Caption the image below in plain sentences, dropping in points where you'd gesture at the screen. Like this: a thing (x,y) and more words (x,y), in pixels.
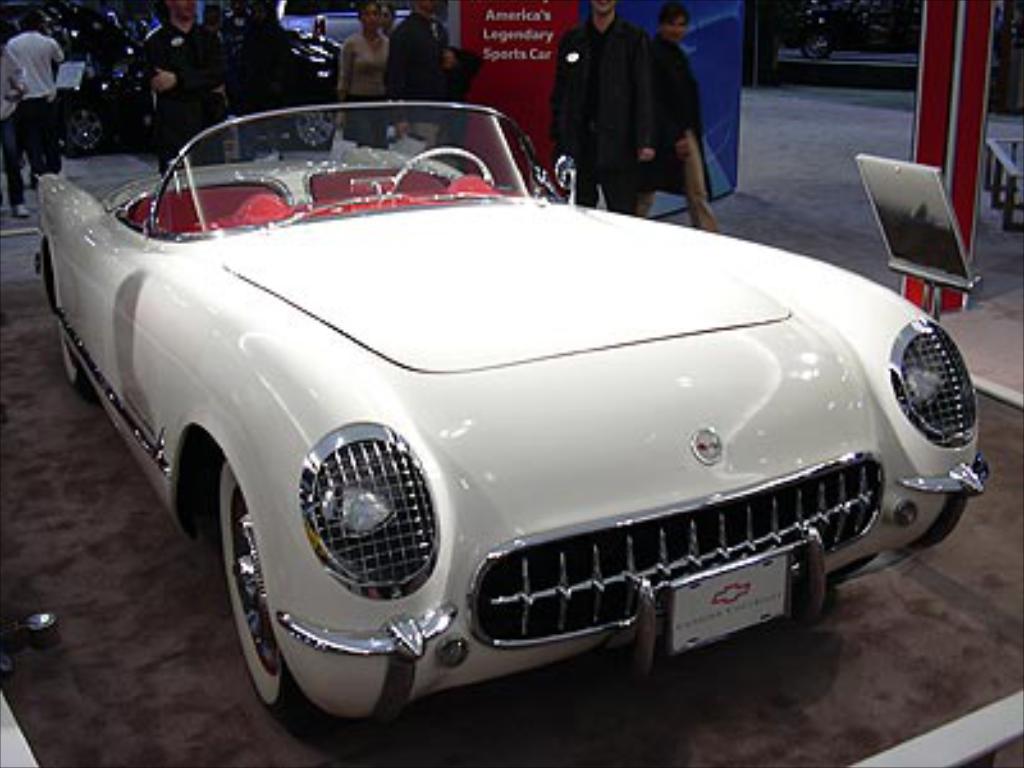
In this picture in the front (416,447) there is a car (520,375) which is white in colour. In the background (666,61) there are persons (398,65) standing and walking, there are cars (332,57), there are boards (547,32) and there is some text (501,53) written on the board (511,68) which is red in colour.
